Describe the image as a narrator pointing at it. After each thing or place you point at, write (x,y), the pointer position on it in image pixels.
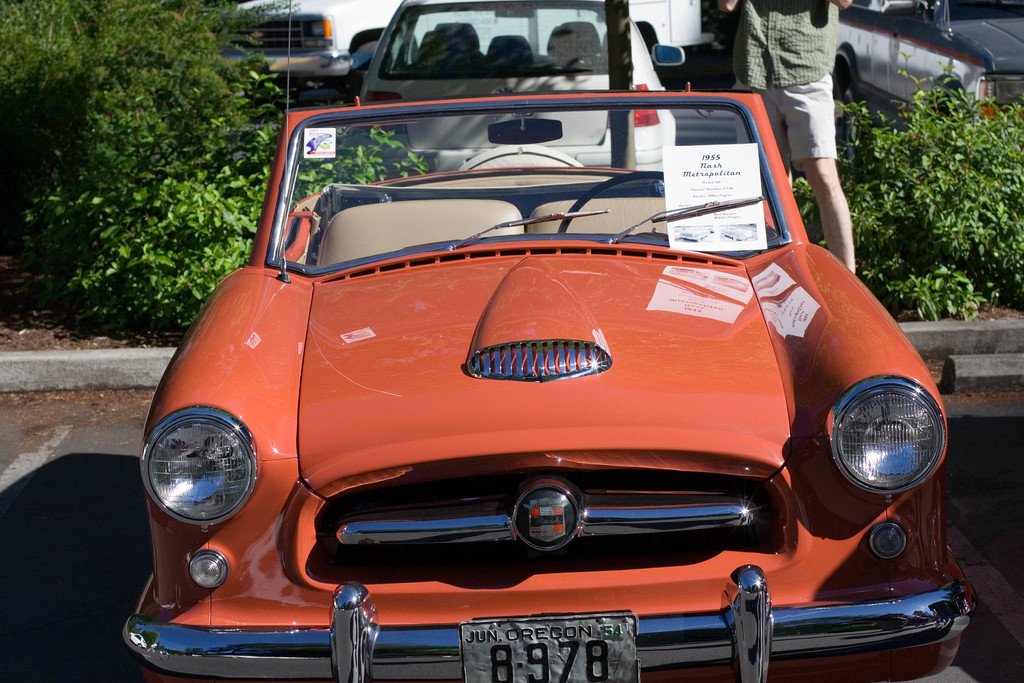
In this image I can see few cars (613,207), a white colour paper (709,189), few plants (930,160) and on this paper (753,178) I can see something is written. Here I can see one person (758,14) is standing.
